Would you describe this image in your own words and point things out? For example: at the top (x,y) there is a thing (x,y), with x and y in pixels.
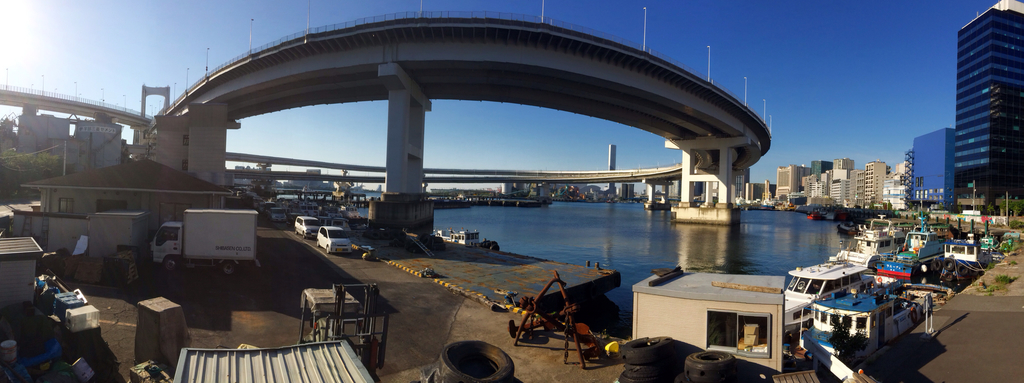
In the image there is a water surface (755,213) and above the water surface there is a bridge (390,182), under the bridge (308,178) there are many vehicles (332,295), ships (832,330), wheels (665,349) and on the left side (210,237) there is a truck (224,245) and there are a lot of buildings (880,168) around the water surface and on the bridge (280,52) there are many pole lights (643,37).
